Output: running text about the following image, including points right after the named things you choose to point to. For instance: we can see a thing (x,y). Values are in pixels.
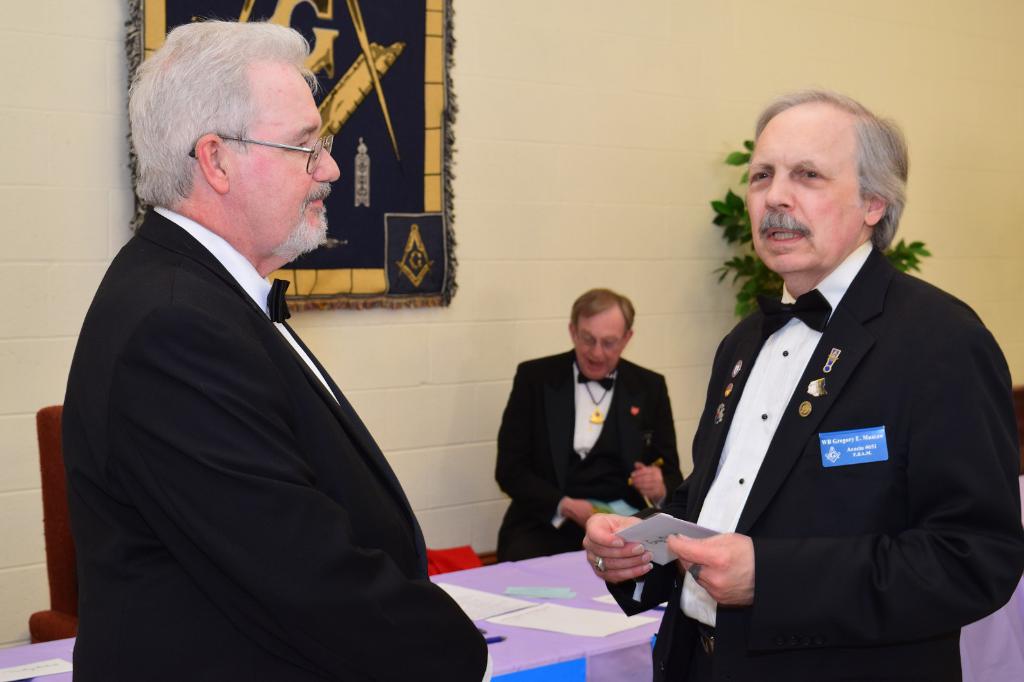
In this image I can see three people (407,631) with blazers (502,462) and shirts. I can see one person (611,576) holding the paper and an another person (580,548) sitting in-front of the table (532,678). On the table (535,666) I can see the papers (495,615). In the background (419,173) I can see the plant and there is a black and gold color object (375,188) to the wall (485,91).
